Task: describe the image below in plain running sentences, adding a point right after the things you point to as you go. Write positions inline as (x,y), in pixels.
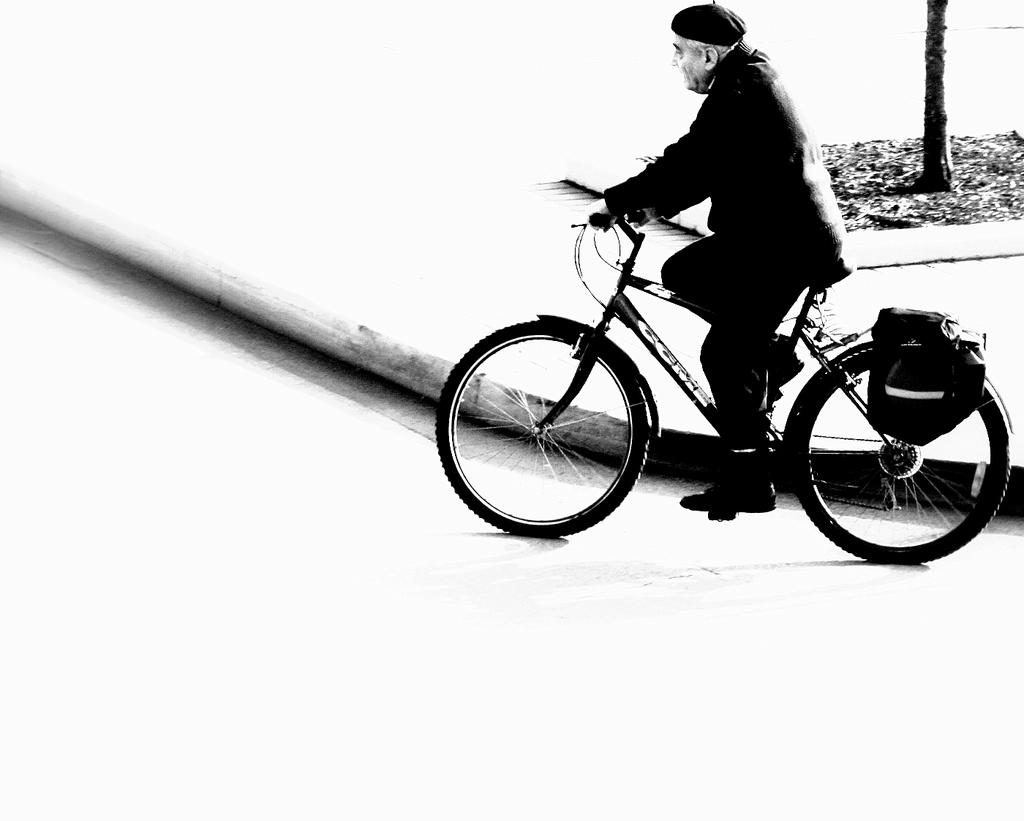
In the image we can see one man (718,374) riding cycle (617,314). In the background (917,188) there is a tree (941,162).
